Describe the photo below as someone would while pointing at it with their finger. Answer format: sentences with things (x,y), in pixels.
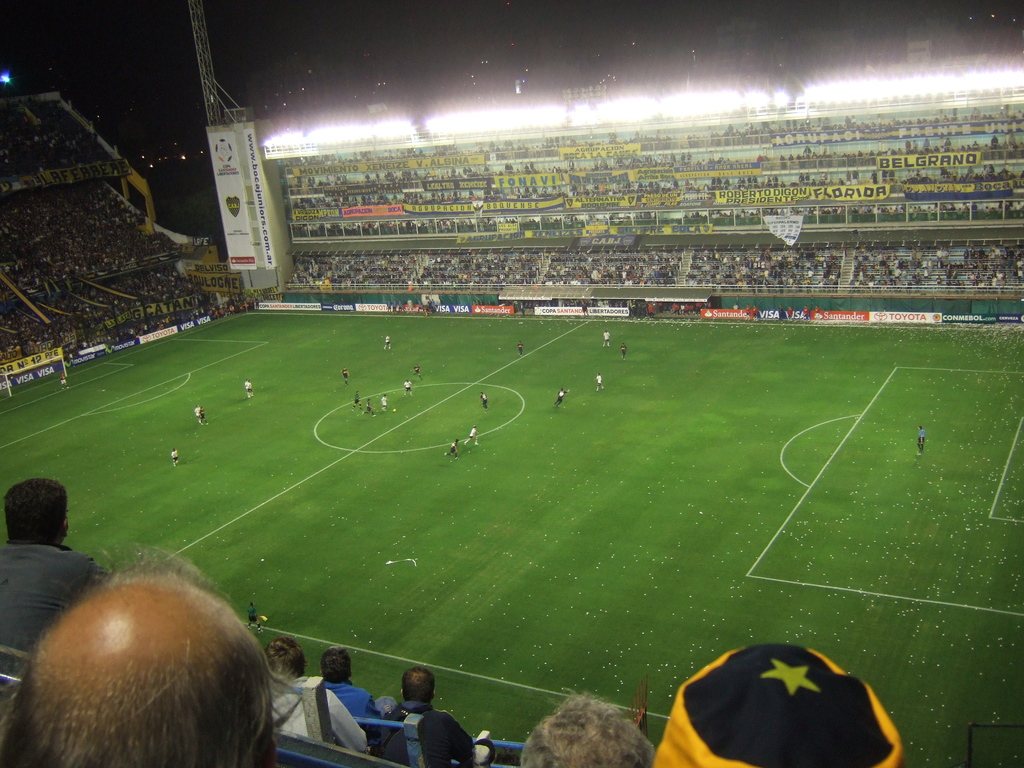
This is the picture of a stadium (505,312). In this image there are group of people (437,264) and there are boards (232,183), there is text (987,317) on the boards (463,311). At the bottom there are group of people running on the grass (507,413). At the top (252,29) there are lights (905,98) and there is sky (375,36).
